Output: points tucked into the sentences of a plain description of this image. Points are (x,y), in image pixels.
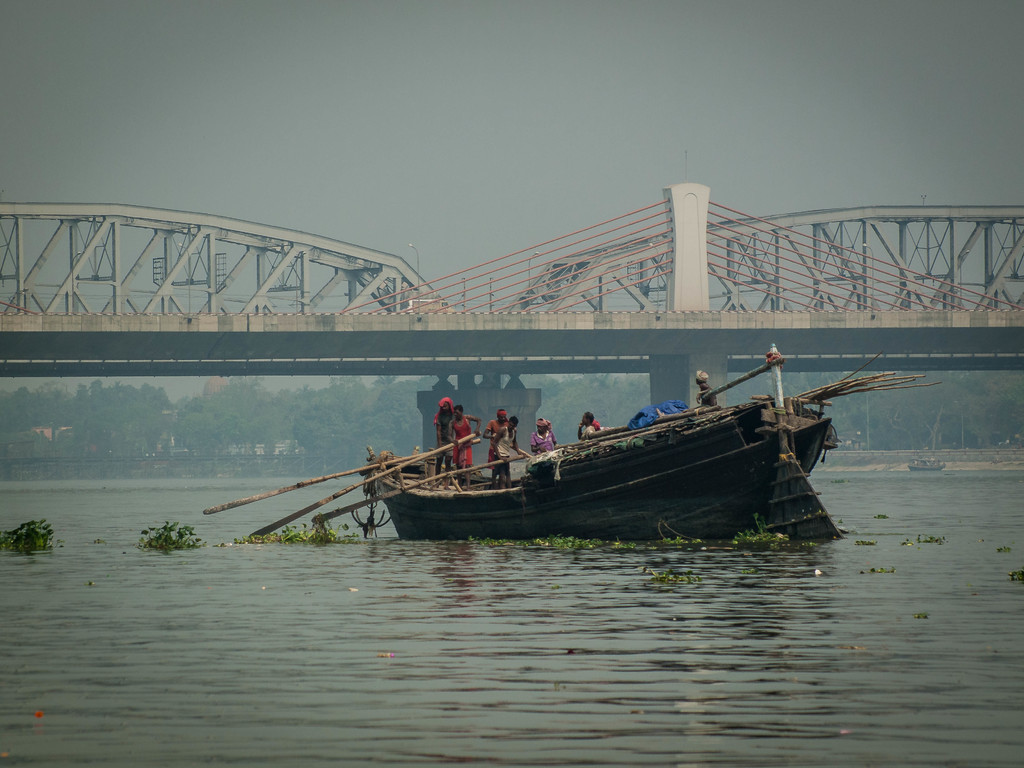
In this picture I can observe a boat (450,480) floating on the water (327,493). There are some people (463,455) in the boat (613,477). In the middle of the picture (351,258) I can observe bridge (366,305). In the background (339,144) there are trees (275,412) and sky (406,157).
